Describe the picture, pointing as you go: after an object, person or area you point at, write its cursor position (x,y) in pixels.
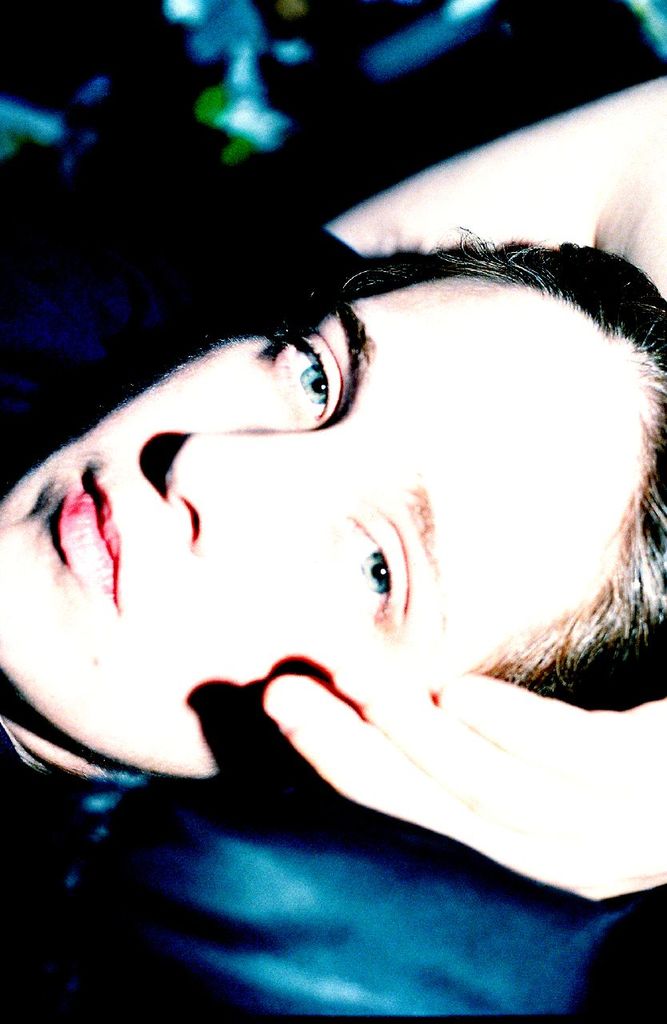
In this picture we can see a woman's face (331,610) and a hand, there is a blurry background (300,164).
